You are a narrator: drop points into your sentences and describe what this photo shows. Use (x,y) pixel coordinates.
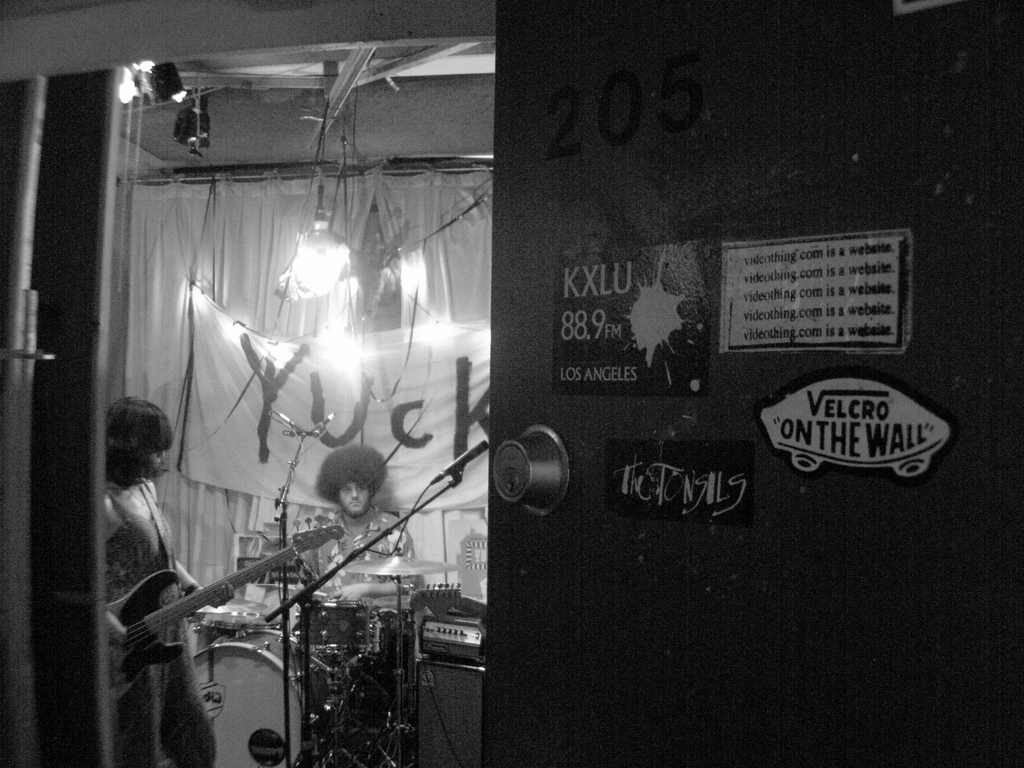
This is a black and white picture. We can see a man (343,499) sitting in front of drums (366,626). This is a banner (361,401) stating "YUCK". We can see a woman (155,538) standing and playing guitar (303,532). This is a door (786,556).
